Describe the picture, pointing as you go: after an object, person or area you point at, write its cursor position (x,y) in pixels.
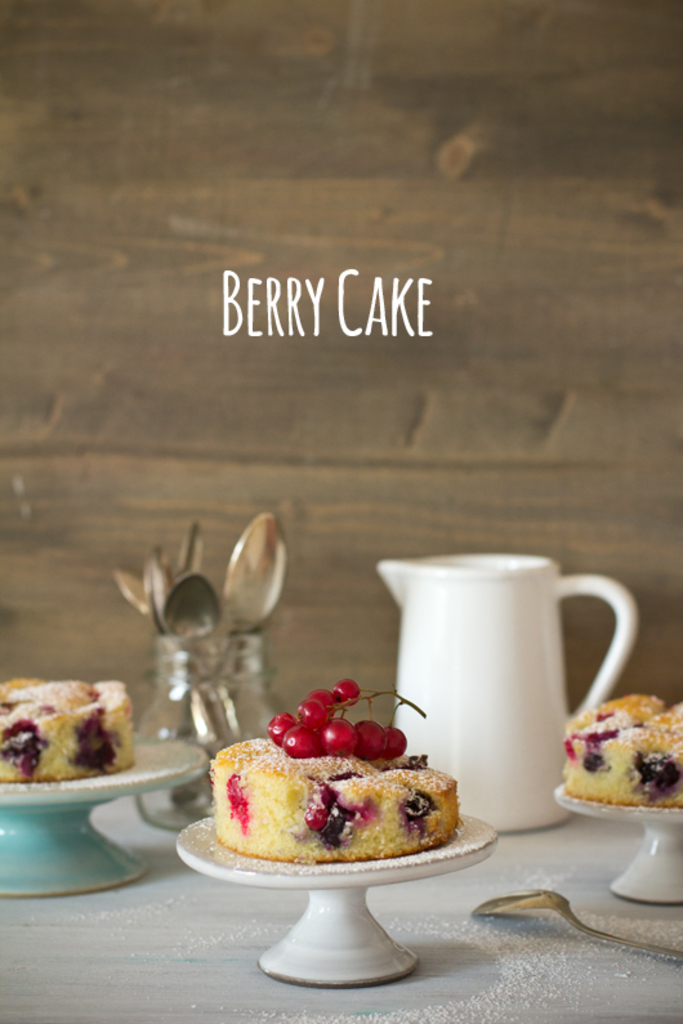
In this image, we can see a table (467,985). On that table (270,986), we can see a stand (358,886) with some cake (6,722). On the right side of the table (599,899), we can see a spoon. In the background of the table (596,891), we can see a jar (545,646) and a glass jar (233,673), in the glass jar (202,679), we can see some spoons (282,553). In the background (377,441), we can see a wall (377,441).
